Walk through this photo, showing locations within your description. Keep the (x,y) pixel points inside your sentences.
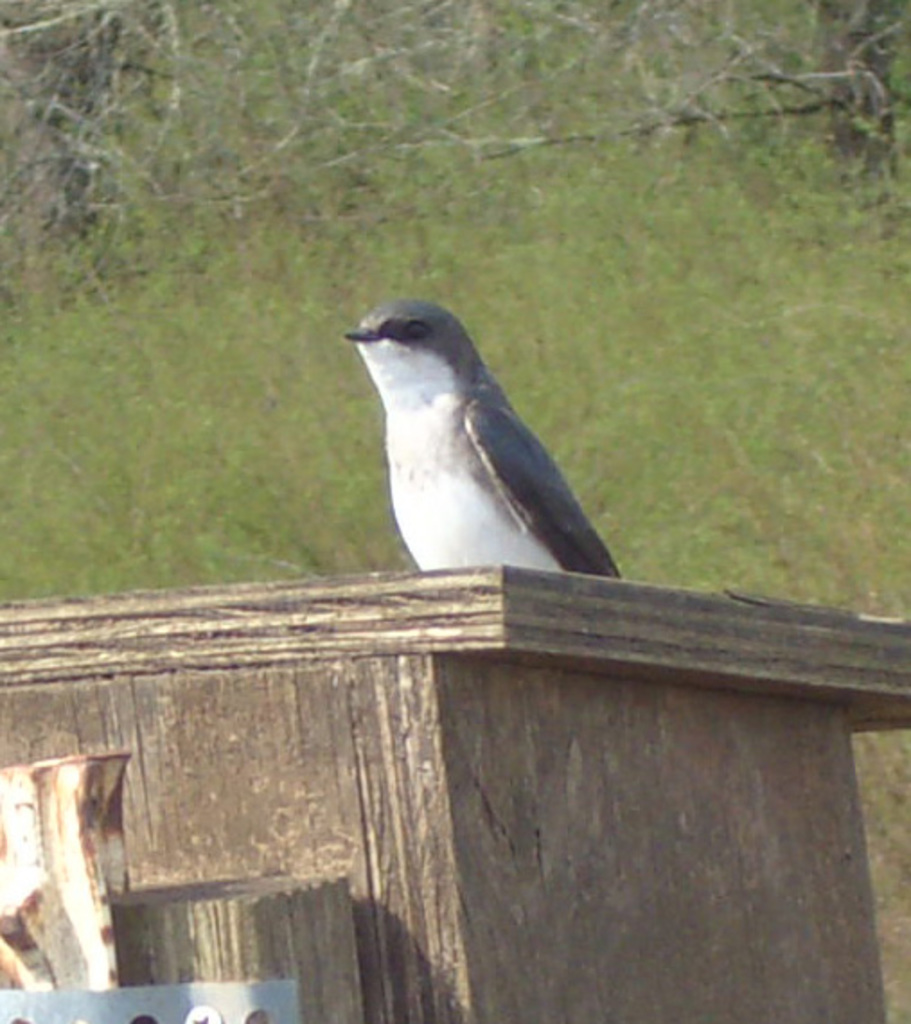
In this image I can see a bird (488,535) on the wooden box (664,730). The bird (430,520) is in white and grey color. Background (760,217) is in green color.
